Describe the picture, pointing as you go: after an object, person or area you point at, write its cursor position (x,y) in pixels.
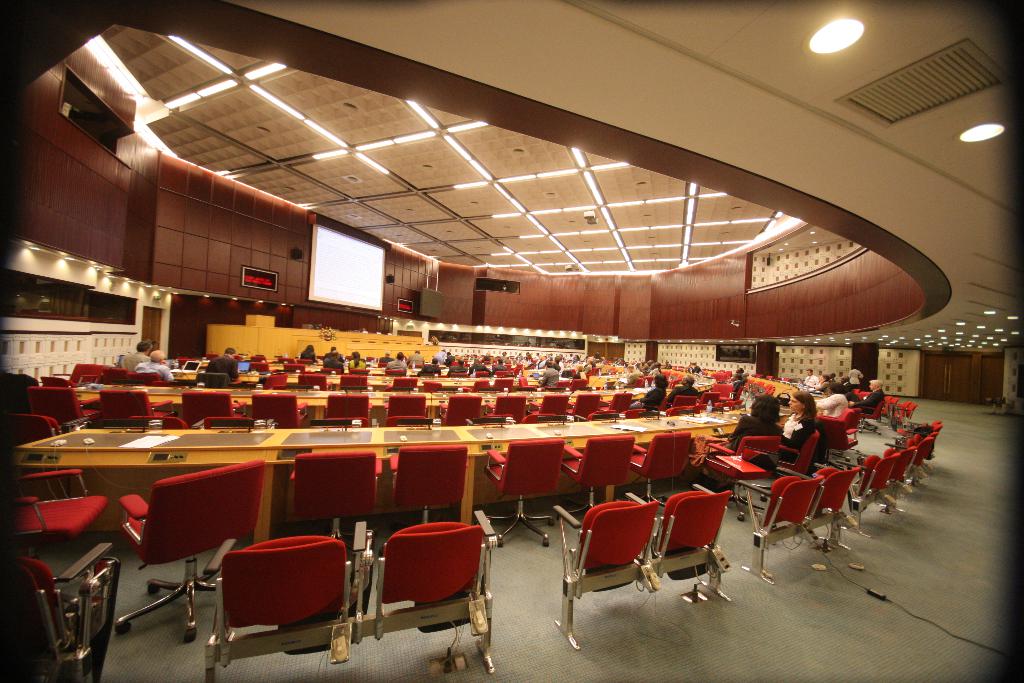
In this picture we can see some people (144,341) sitting on chairs (347,402), tables (493,398) on the floor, papers (632,427), laptops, doors (149,319), walls (193,334), lights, speaker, screen (357,288), ceiling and some objects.
